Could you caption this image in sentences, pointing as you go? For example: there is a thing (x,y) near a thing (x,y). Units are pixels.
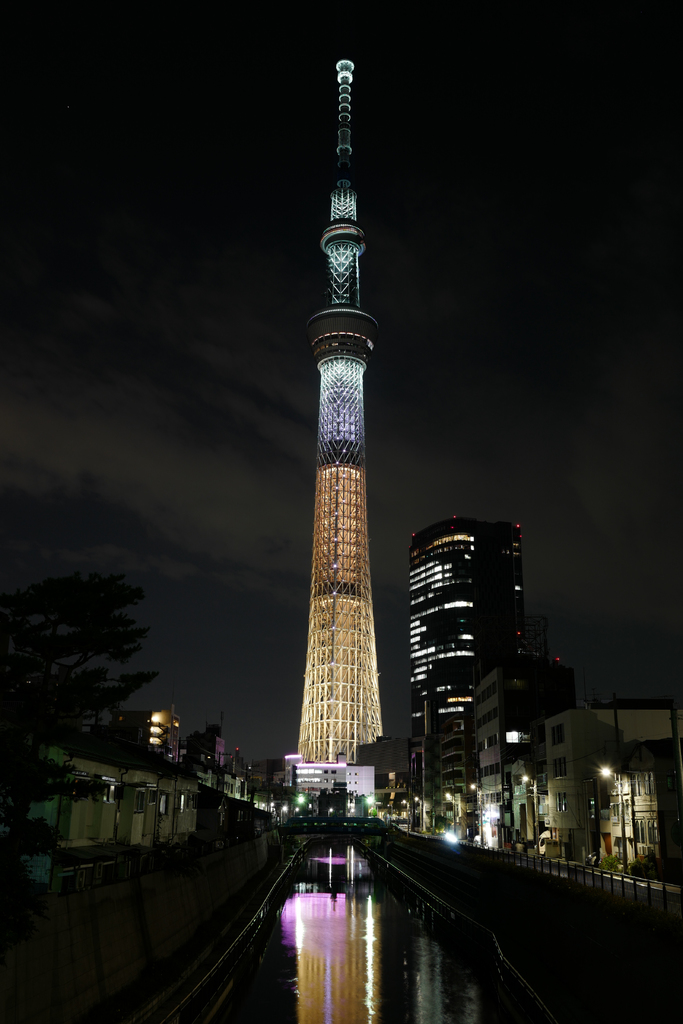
In this image, we can see a tower (347,673), trees (6,646), buildings (426,687) and lights (420,676). At the bottom (385,917), there is a canal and at the top (395,282), there is sky (486,288).
